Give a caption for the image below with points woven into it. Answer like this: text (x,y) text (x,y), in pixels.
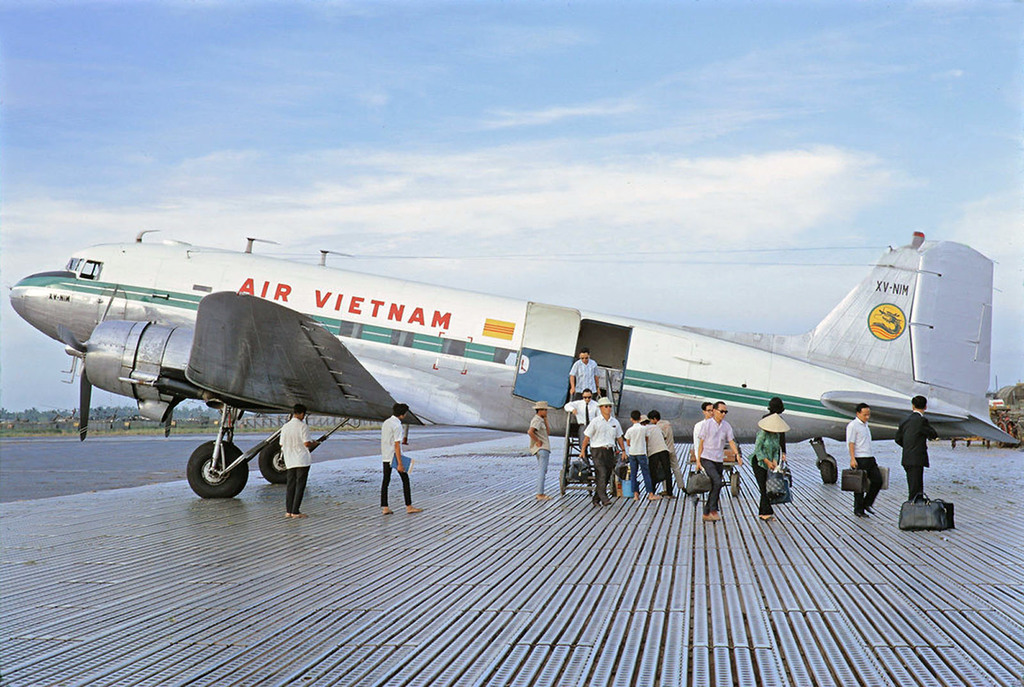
In this image I can see few persons (294,481) standing on the runway (697,530). I can see an airplane (490,398). At the top (381,223) I can see clouds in the sky (473,154).
